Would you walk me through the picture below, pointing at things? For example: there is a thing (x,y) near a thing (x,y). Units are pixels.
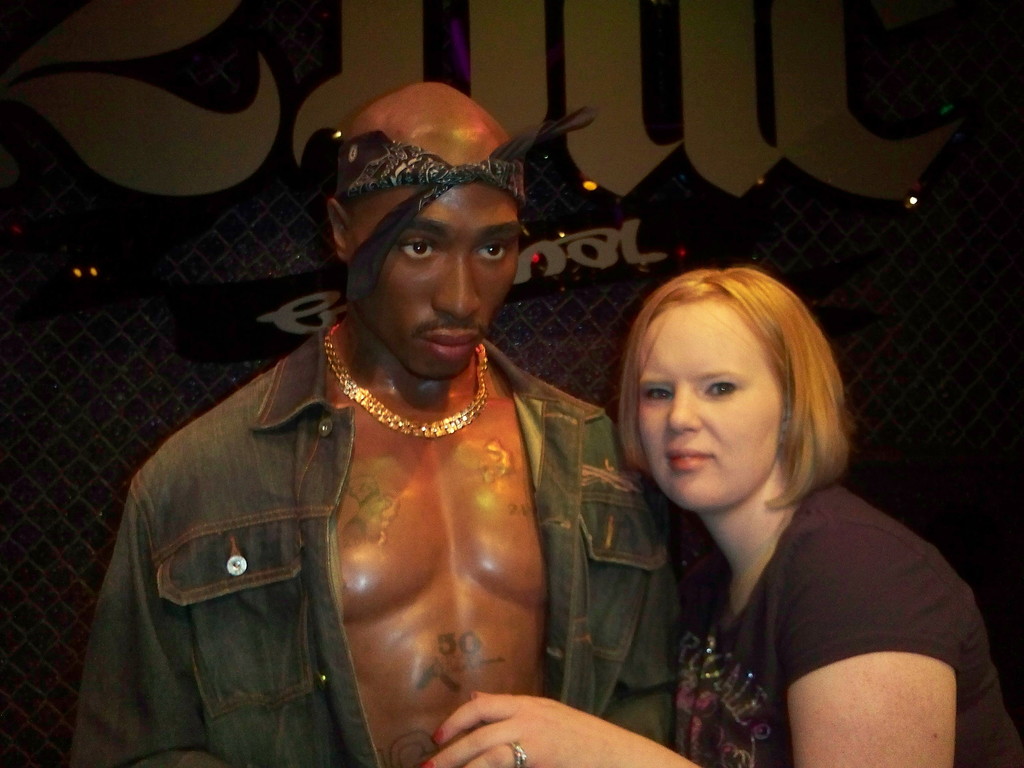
In the center of the image (435,268) we can see two people (510,526) are standing and a man (513,412) is wearing jacket (316,759), chain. In the background of the image (30,599) we can see the wall (923,66) and lights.
